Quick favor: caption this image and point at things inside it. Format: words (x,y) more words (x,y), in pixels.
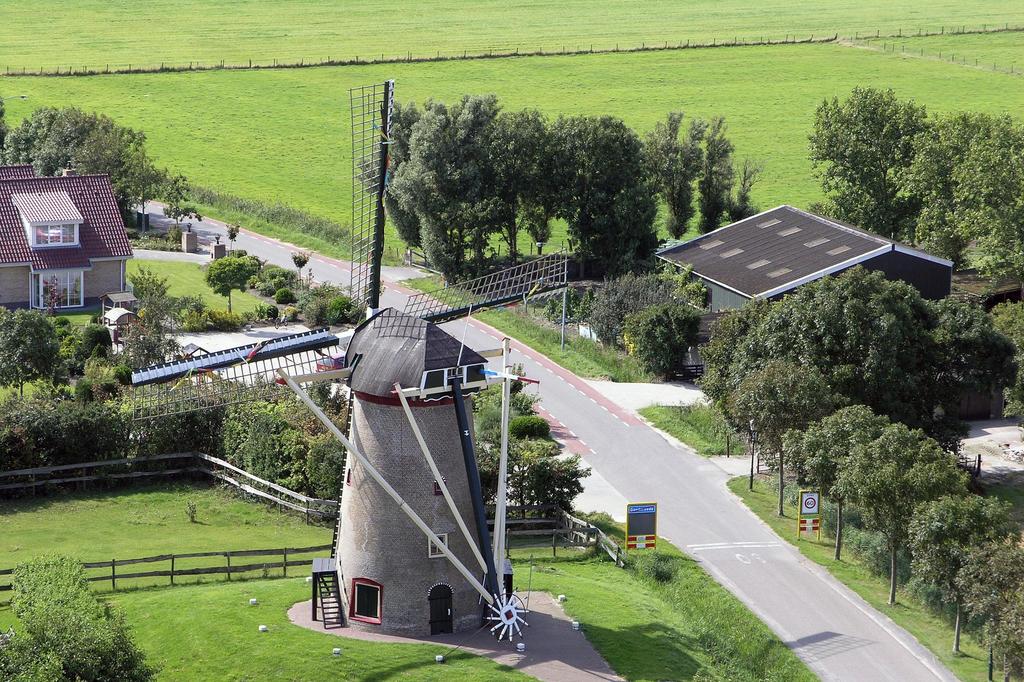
In this image we can see many trees (901,233) and plants (106,624). There is a windmill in the image. There is a grassy land (488,79) at the top most of the image (586,61). There are two houses (65,205) in the image.
